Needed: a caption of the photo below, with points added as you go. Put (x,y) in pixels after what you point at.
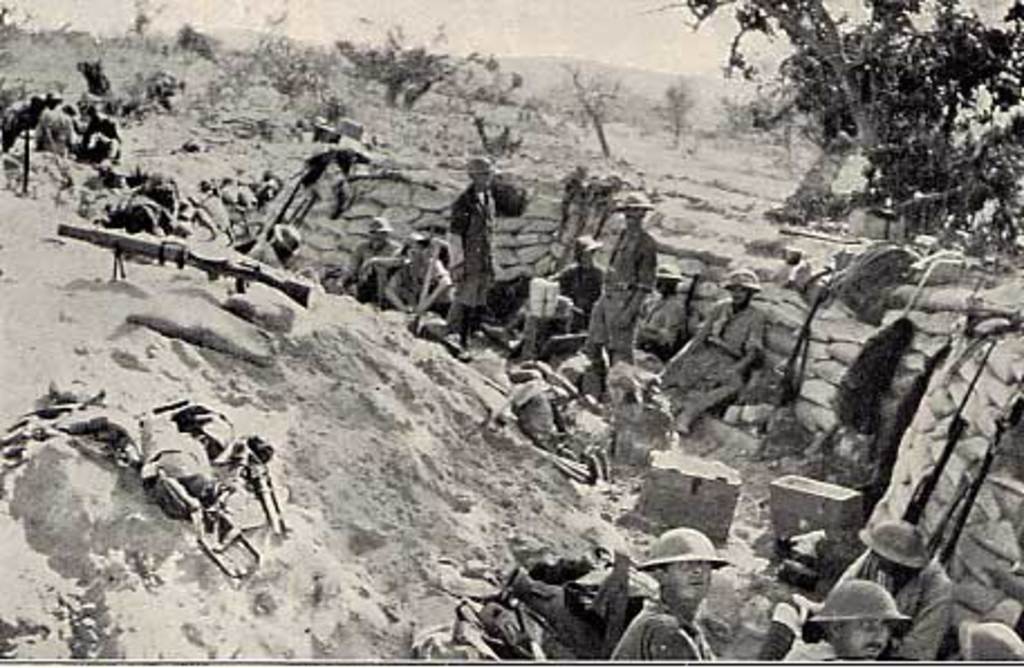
This is a black and white image and here we can see people (619,300) wearing uniforms (614,329) and we can see guns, bags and some other objects (272,230). In the background (417,99), there are trees (933,167) and rocks (721,214).
